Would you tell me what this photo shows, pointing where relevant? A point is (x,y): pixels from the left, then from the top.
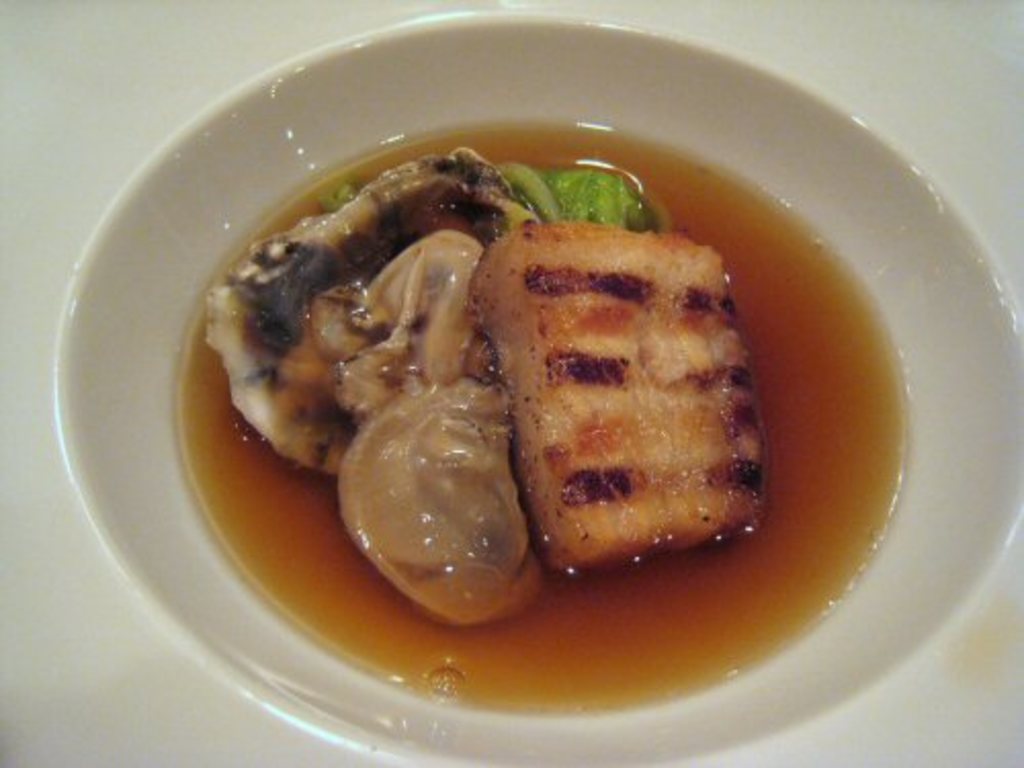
In this picture I can see food (562,355) in the plate (1001,284) and I can see white color background (63,753).
